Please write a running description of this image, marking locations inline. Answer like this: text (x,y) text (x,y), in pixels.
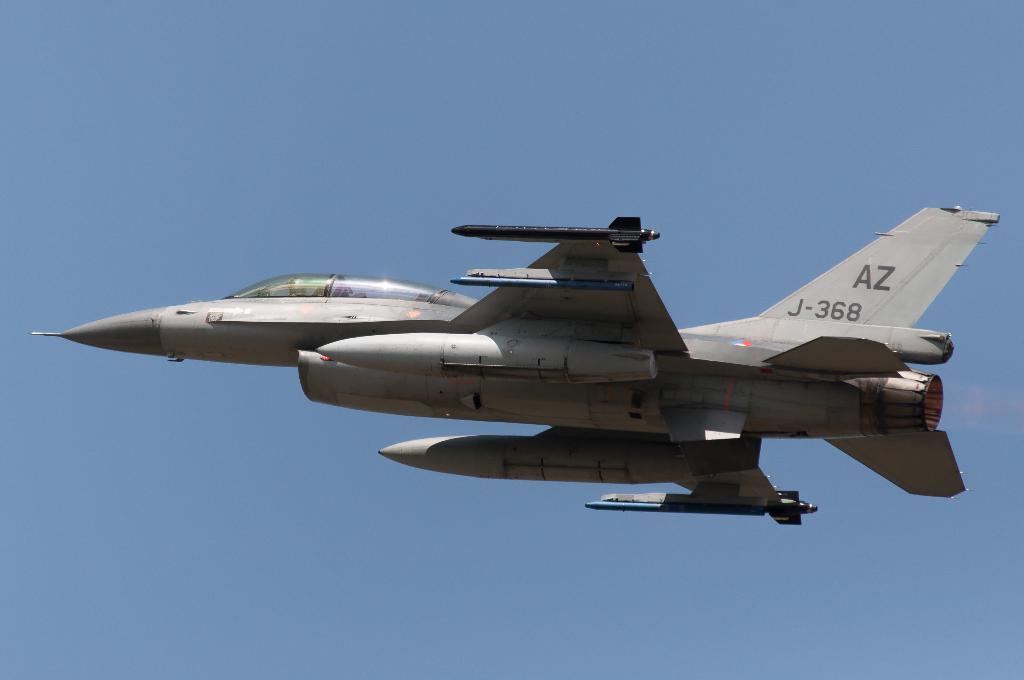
In this image we can see an aircraft (564,330) which is flying in the sky (407,491) in which there is a person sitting and in the background of the image (329,214) there is clear sky (297,233).
